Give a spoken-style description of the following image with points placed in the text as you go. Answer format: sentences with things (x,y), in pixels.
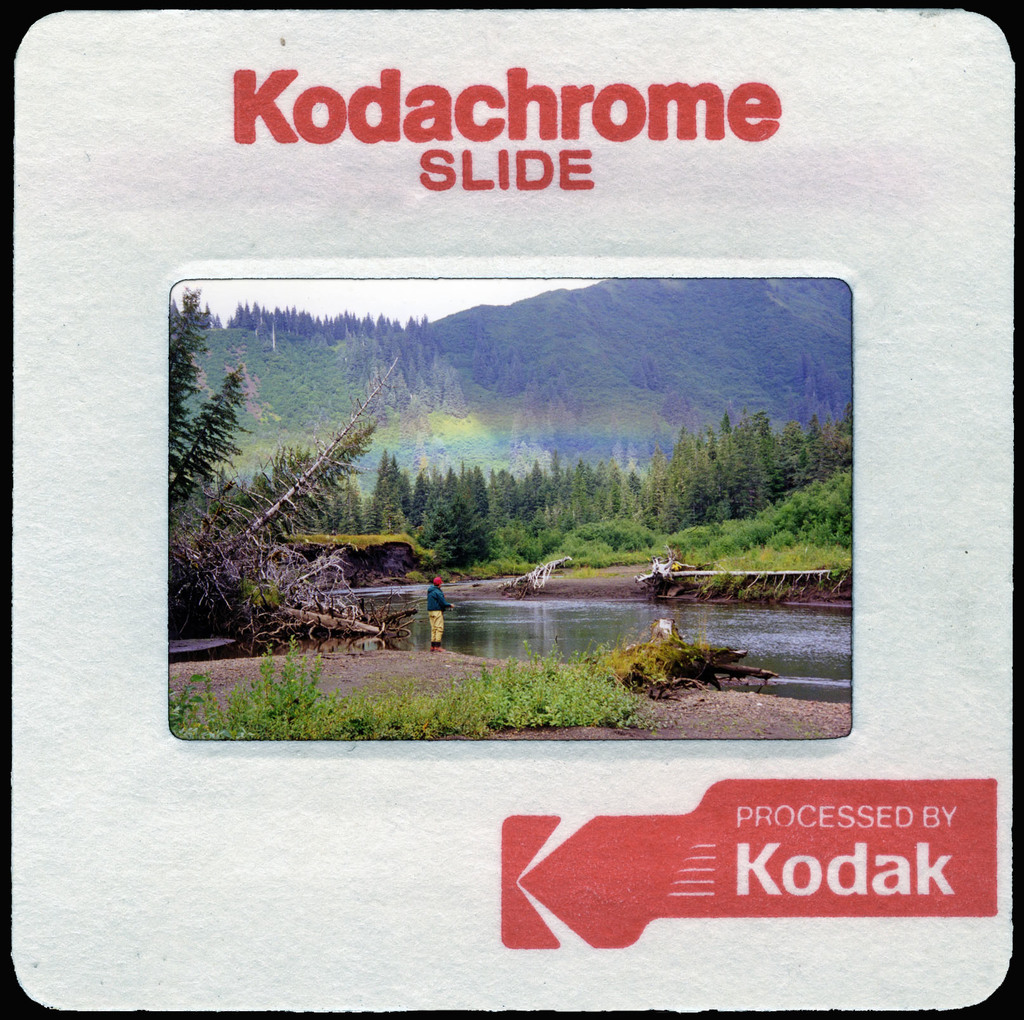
In this image in the center (594,654) there is a small pond (576,620), grass (547,685) and some trees (269,486). And also there is one person (433,601) who is standing, in the background (455,455) there are some trees (508,490) and mountains (349,411). On the top of the image (496,129) and bottom there is some text (922,858) written.
